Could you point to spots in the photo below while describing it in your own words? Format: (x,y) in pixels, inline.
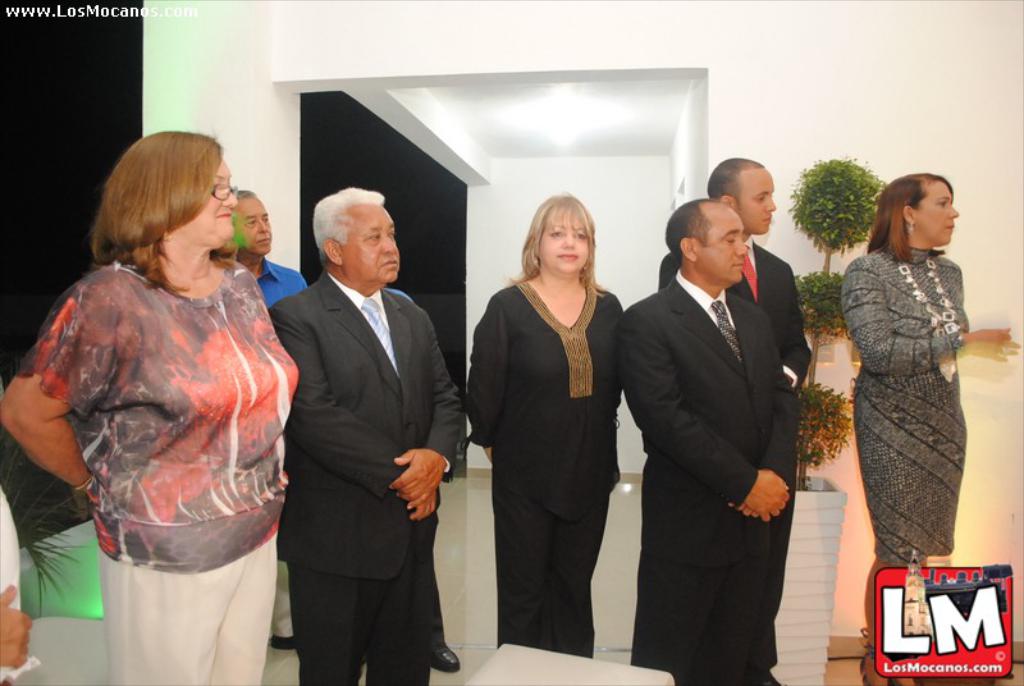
This is an inside view of a room (231,109). Here I can see few people (82,410) are standing and looking towards the right side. At the back of these people (281,491) I can see two house plants (58,527). In the background (530,171), I can see the wall (319,56).
